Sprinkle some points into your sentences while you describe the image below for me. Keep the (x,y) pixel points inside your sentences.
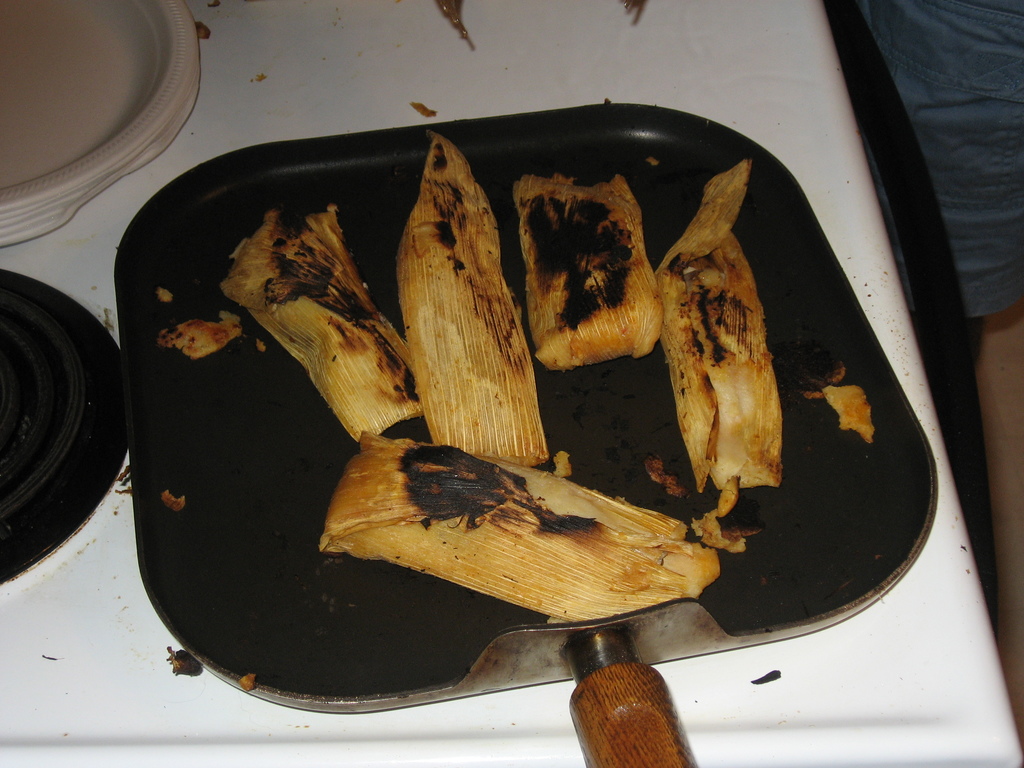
In the foreground of this image (608,462), there is tamale (660,325) on a pan (826,499) and also few platters (129,96) on the white surface (379,87).
